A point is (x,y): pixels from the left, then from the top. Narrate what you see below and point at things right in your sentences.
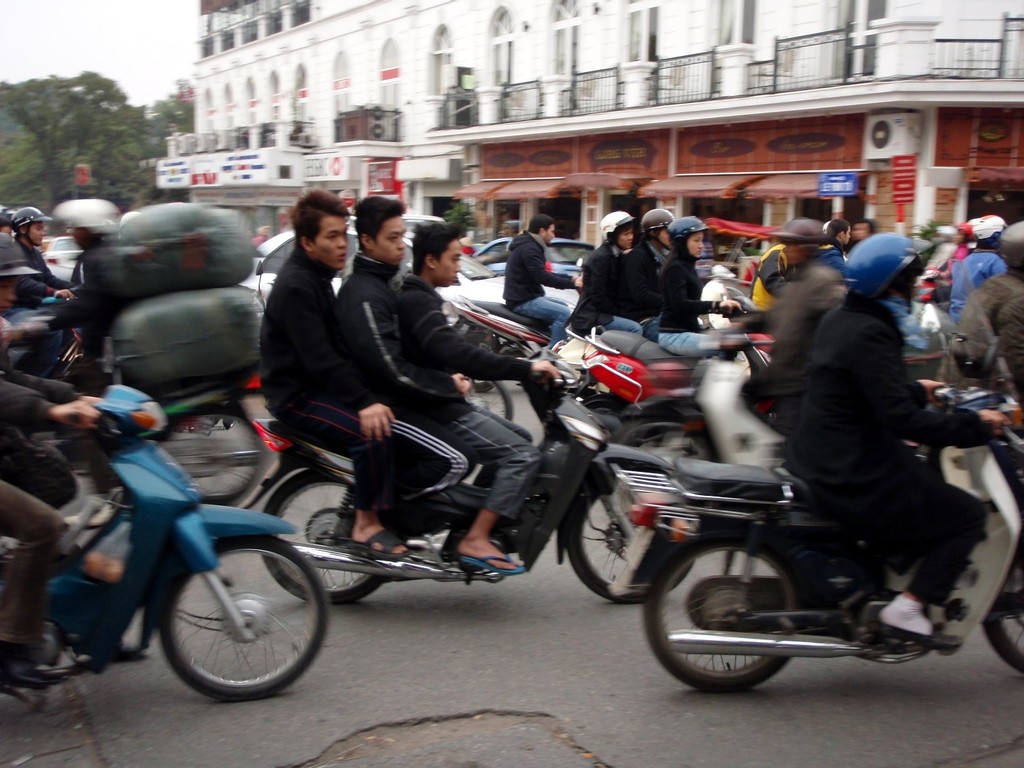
This is a picture taken in the outdoors. A group of people (697,341) riding their bikes (449,561). Behind the people (345,371) there is a building (386,100), the building (311,93) in white color, trees (83,120) and sky (92,69).
